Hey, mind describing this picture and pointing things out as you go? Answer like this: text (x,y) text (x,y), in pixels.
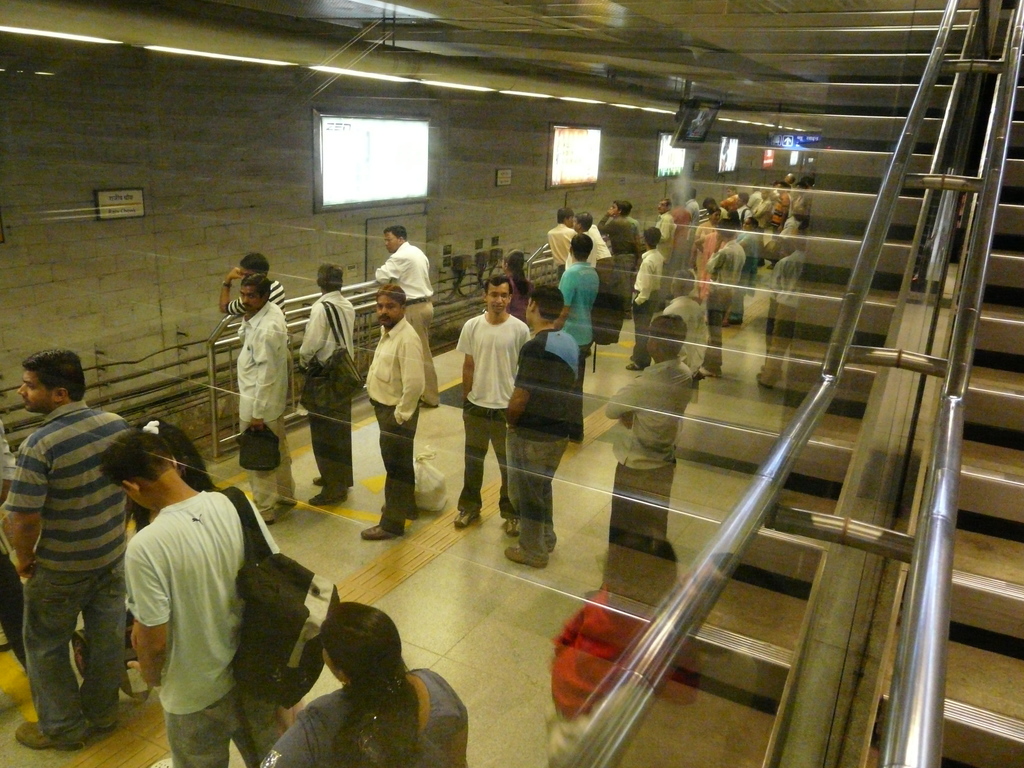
There are stairs (969,426) at the right (963,539). There is a glass (798,354) at the left (334,641) through which we can see people (556,336) standing.
